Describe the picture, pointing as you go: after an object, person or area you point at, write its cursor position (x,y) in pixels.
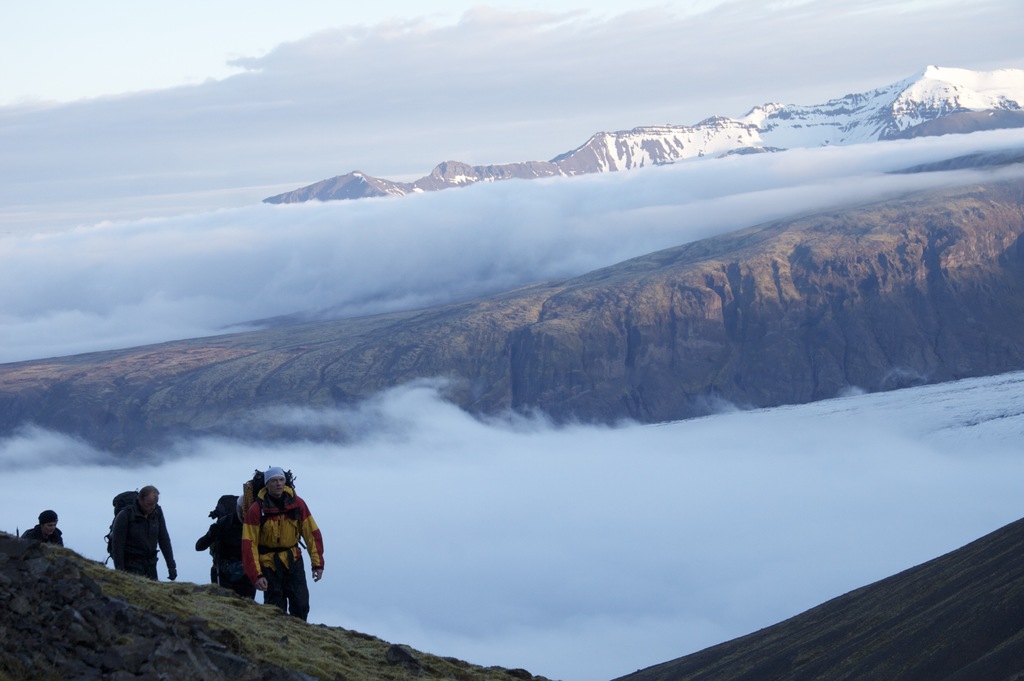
This picture shows Hills (658,129) and rocks (54,623) and few people (280,558) climbing and they wore backpacks (296,510) on their back (35,530).
